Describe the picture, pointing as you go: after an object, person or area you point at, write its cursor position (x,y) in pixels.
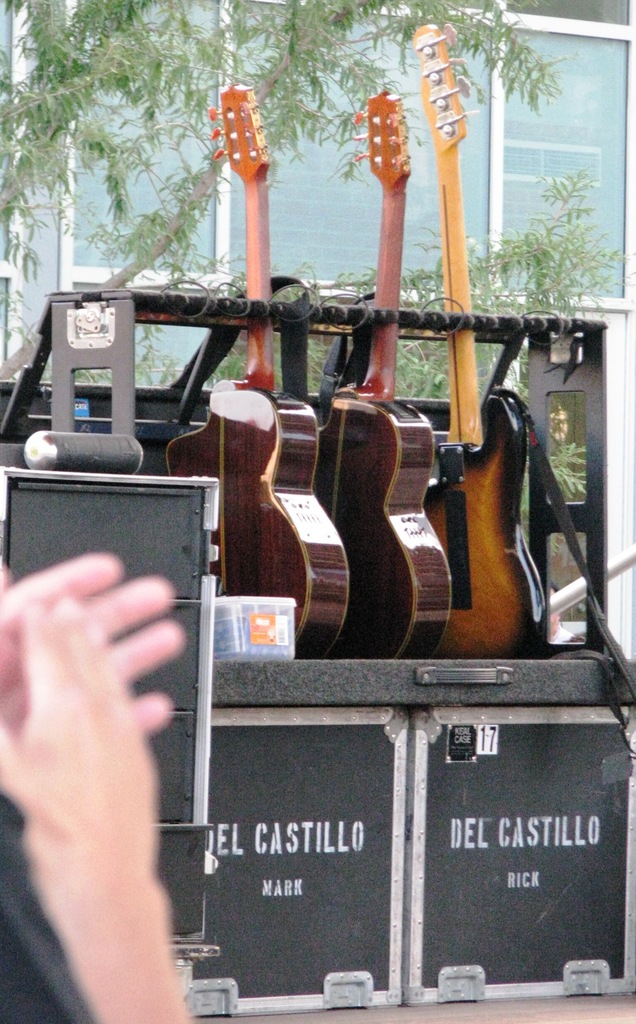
Above this boxes (378,855) there are guitars (512,573). Beside this guitar (259,288) there is a container (272,627). This is tree (164,9). This is building (592,113) with glass doors (327,181).
